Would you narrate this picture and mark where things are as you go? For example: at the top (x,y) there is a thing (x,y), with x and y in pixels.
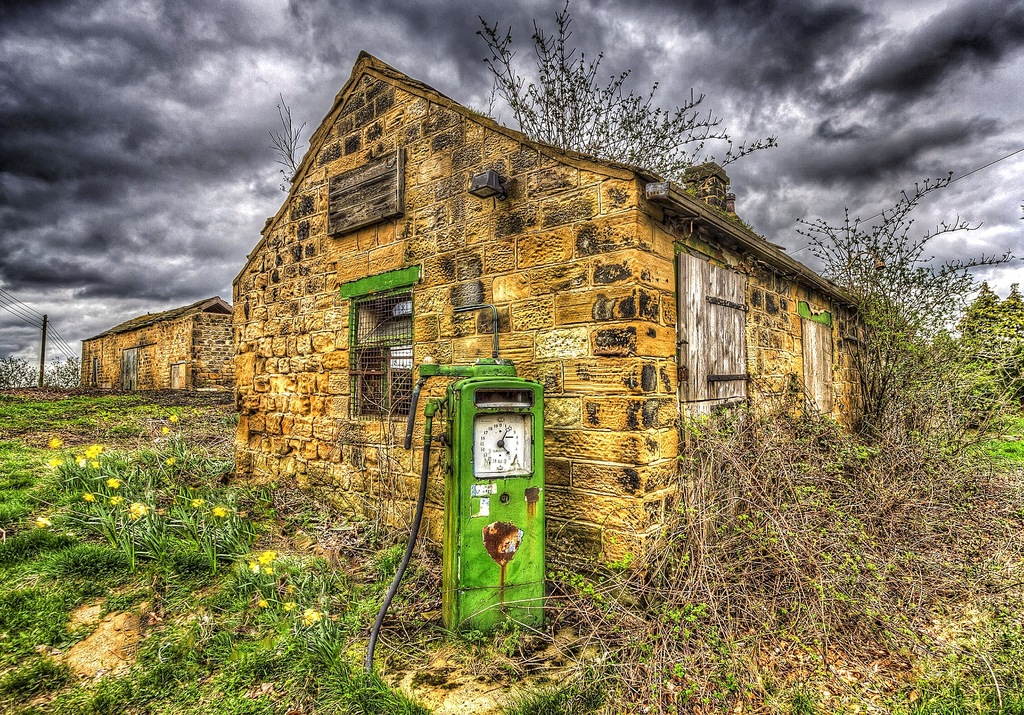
In this image there are two buildings (417,316). In the foreground (460,382) there is a green fuel pump (468,474). On the ground (397,565) there are flower plants (270,574), bushes (662,667), trees (872,408). Here there is an electric pole (43,318). The sky (184,130) is cloudy.
